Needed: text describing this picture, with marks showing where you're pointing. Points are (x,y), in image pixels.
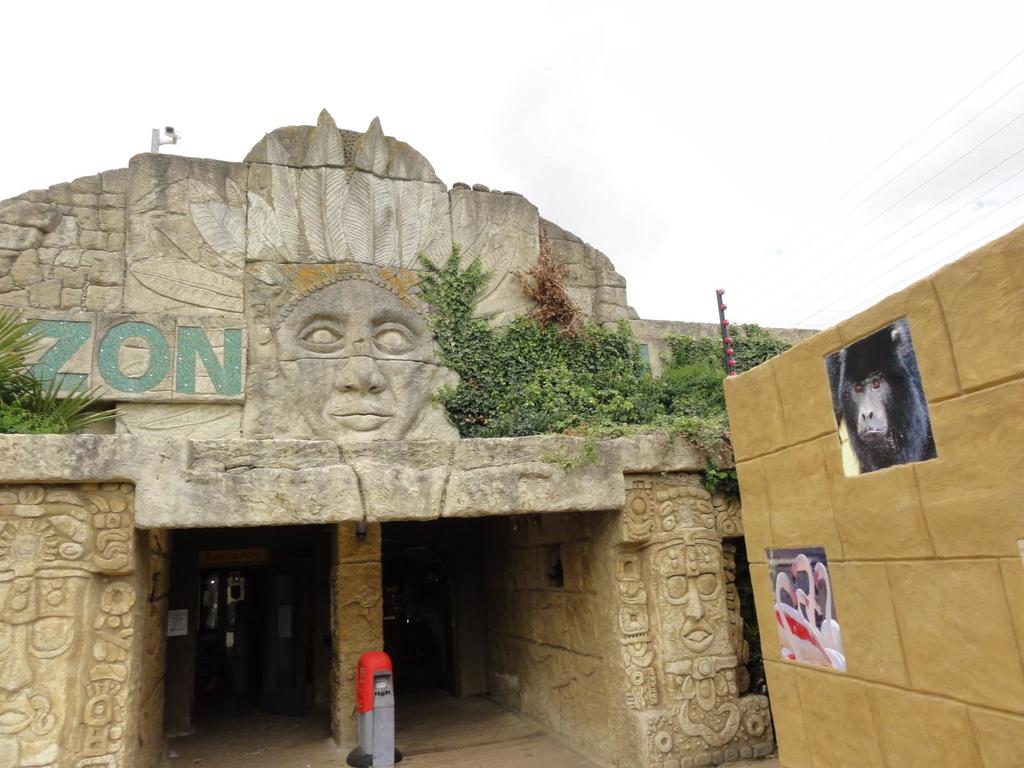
In this image, we can see carvings (350,602) on the walls (707,739). Here we can see plants (606,395) and text (112,356). At the bottom of the image (379,739), we can see few objects (365,739). On the right side of the image (822,635), there are two posters (822,635) on the wall (925,475). Top of the image (657,56), we can see the sky (464,68).
